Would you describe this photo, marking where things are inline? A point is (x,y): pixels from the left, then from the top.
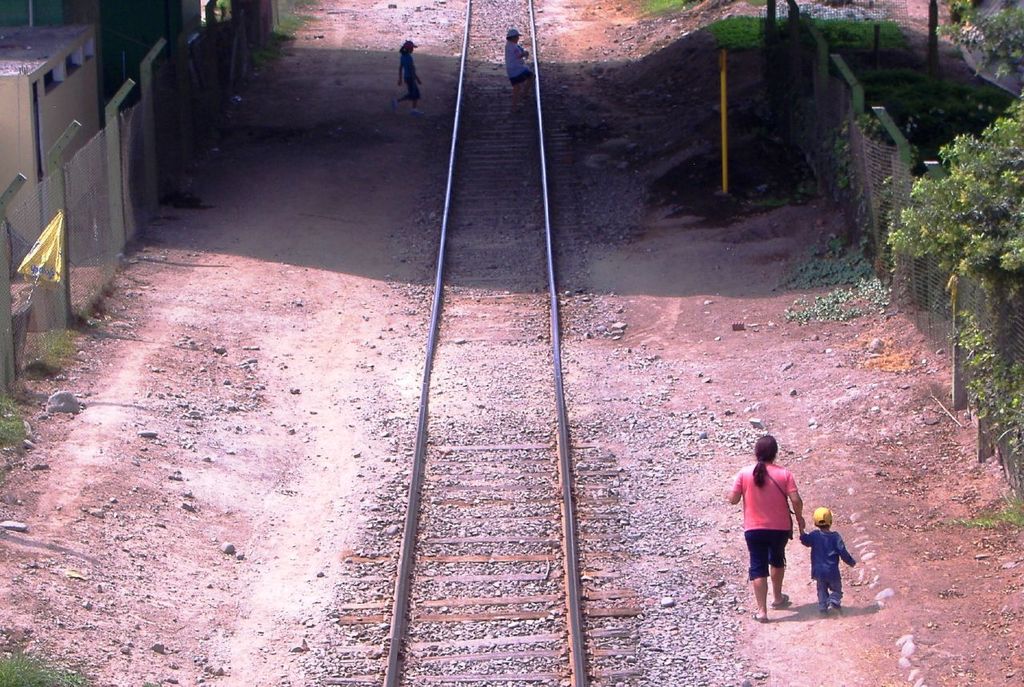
In this image, we can see four persons (778,593) are walking. At the top of the image (519,85), we can see a person (516,75) crossing a train track (541,157). On the right side (936,17) and left side of the image (101,143), we can see mesh (32,330) and poles (5,259). On the right side of the image (942,191), we can see tree (1018,169) and plants (971,187). On the left side of the image (69,108), we can see walls (87,102) and rod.
